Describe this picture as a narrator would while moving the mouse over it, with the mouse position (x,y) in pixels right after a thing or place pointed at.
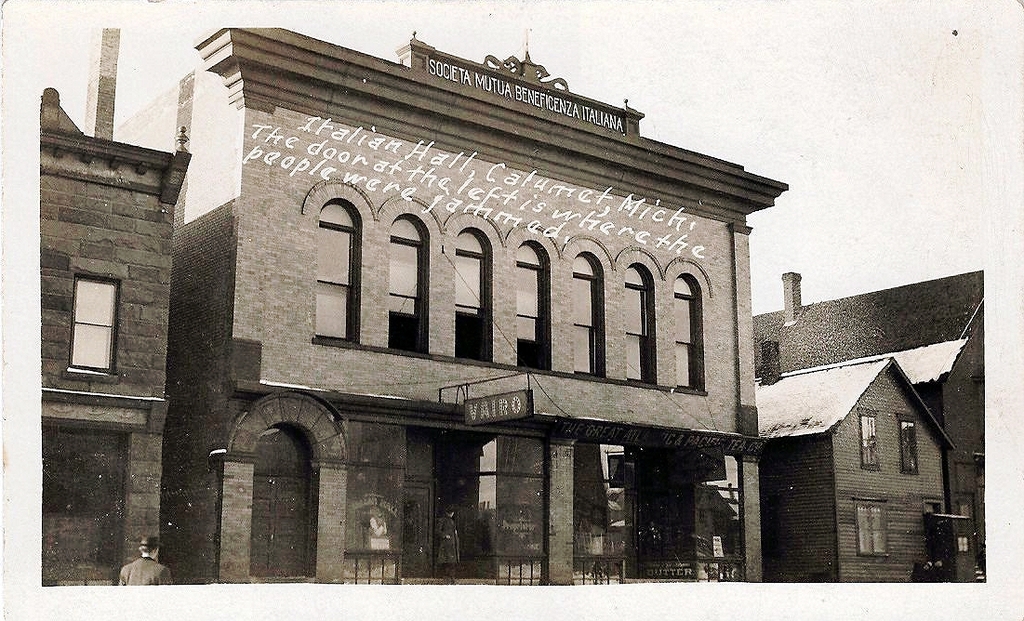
In this image I can see a building (441,276). On the top (421,152) there is some text (400,179).
